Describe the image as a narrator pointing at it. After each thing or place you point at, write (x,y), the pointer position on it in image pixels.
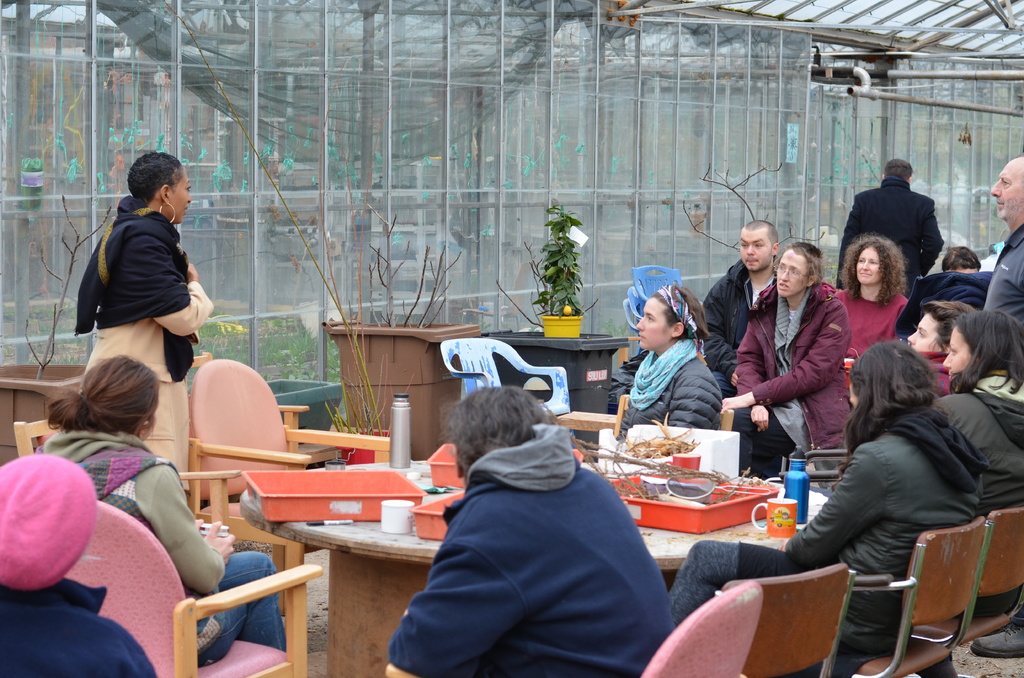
This is a picture taken in a room (343,497), there are a group of people (724,392) sitting on chairs (621,413) in front of these people (947,403) there is a table (413,546) on the table (413,540) there are cups (395,516), bottle (404,461), trays (386,492) and some items (643,462) and a woman (116,352) in black scarf (141,279) was standing on the floor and explaining something. Behind the people (691,380) there is a glass window (519,130).
